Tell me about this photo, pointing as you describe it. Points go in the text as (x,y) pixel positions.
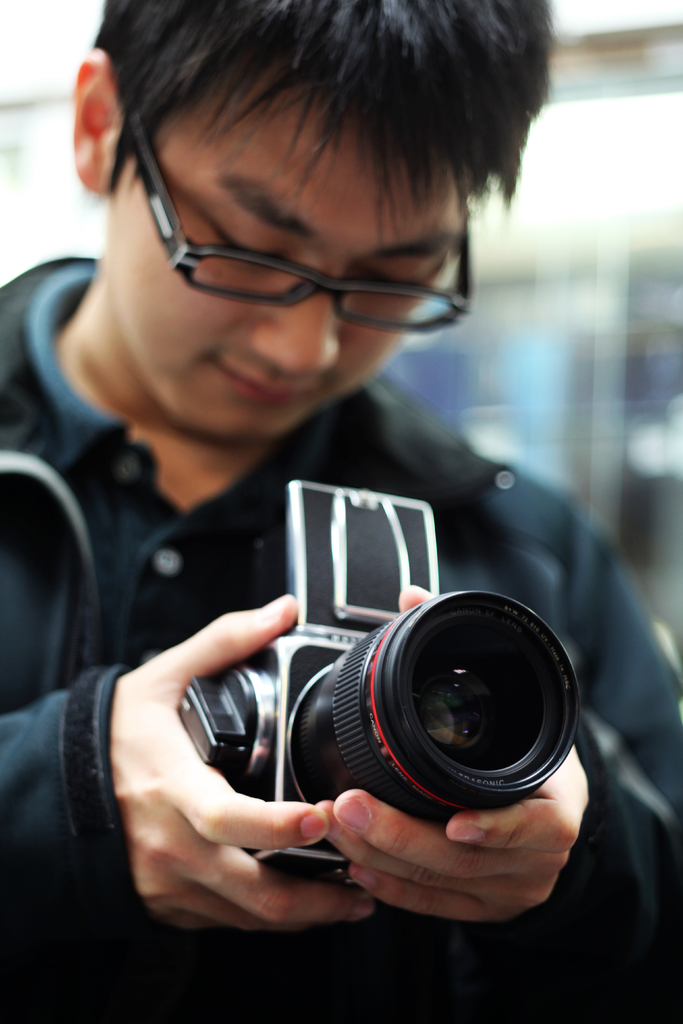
Here a man (342,430) is holding camera (319,676) in his hand (246,642).
